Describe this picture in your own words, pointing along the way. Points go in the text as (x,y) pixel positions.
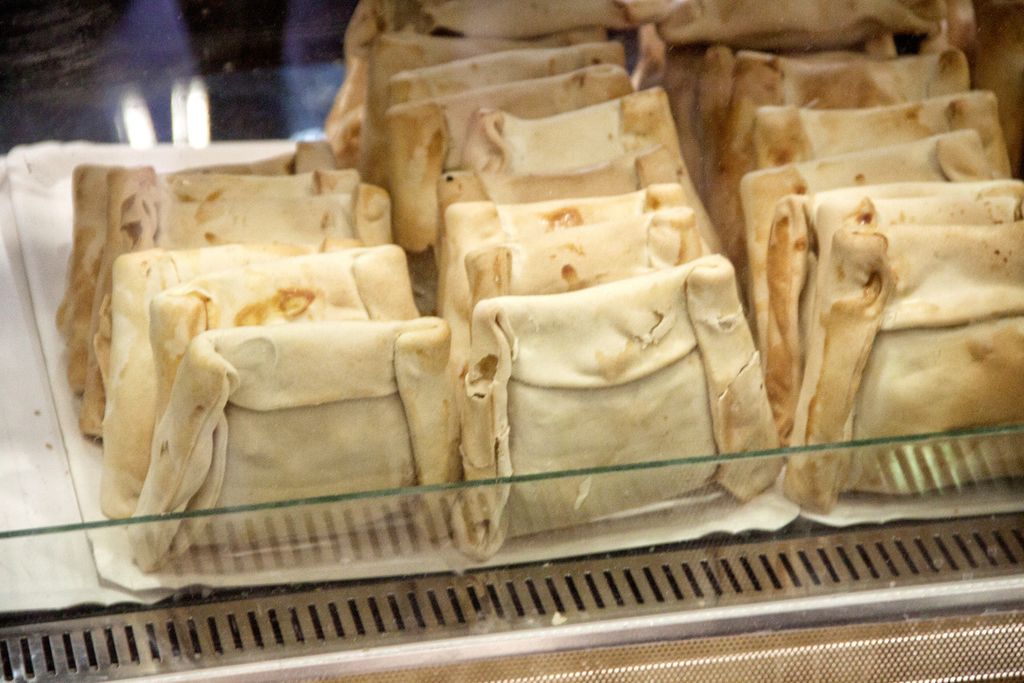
In this image in the center (394,236) there is food (501,202) and there is glass (517,513) in the front (527,527).
